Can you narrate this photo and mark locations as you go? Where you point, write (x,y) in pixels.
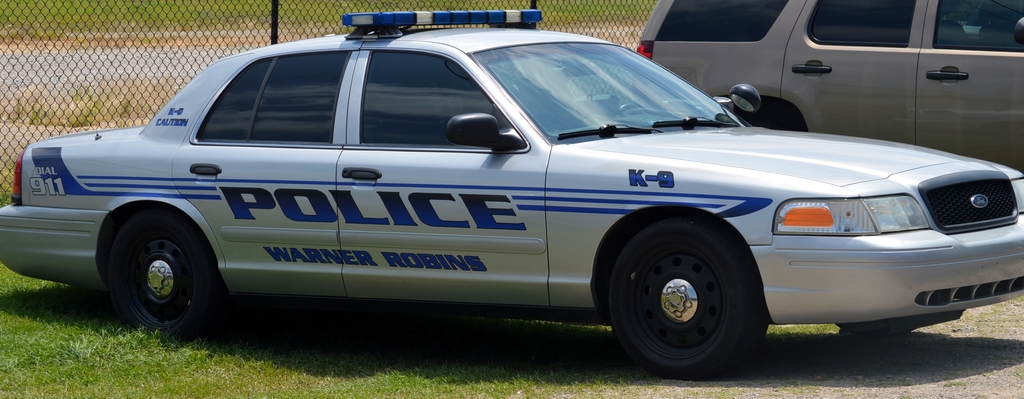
In this image we can see two cars (758,158) one is police car (696,128) and the other is normal car (806,67) and in the background of the image (40,79) there is fencing (79,77), there is grass (27,11).
